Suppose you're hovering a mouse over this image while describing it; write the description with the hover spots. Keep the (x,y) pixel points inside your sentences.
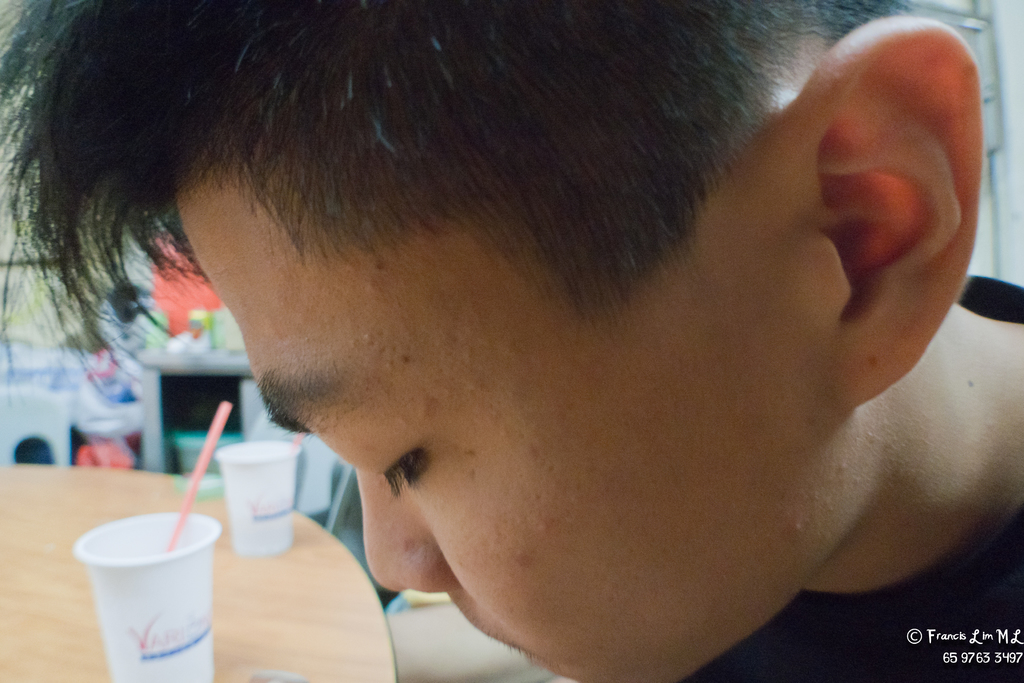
In this image there is a person (663,606). On the left (335,582) there is a table (359,657) and we can see glasses (204,585) placed on the table (159,511). In the background (125,417) there are some objects (156,415).
